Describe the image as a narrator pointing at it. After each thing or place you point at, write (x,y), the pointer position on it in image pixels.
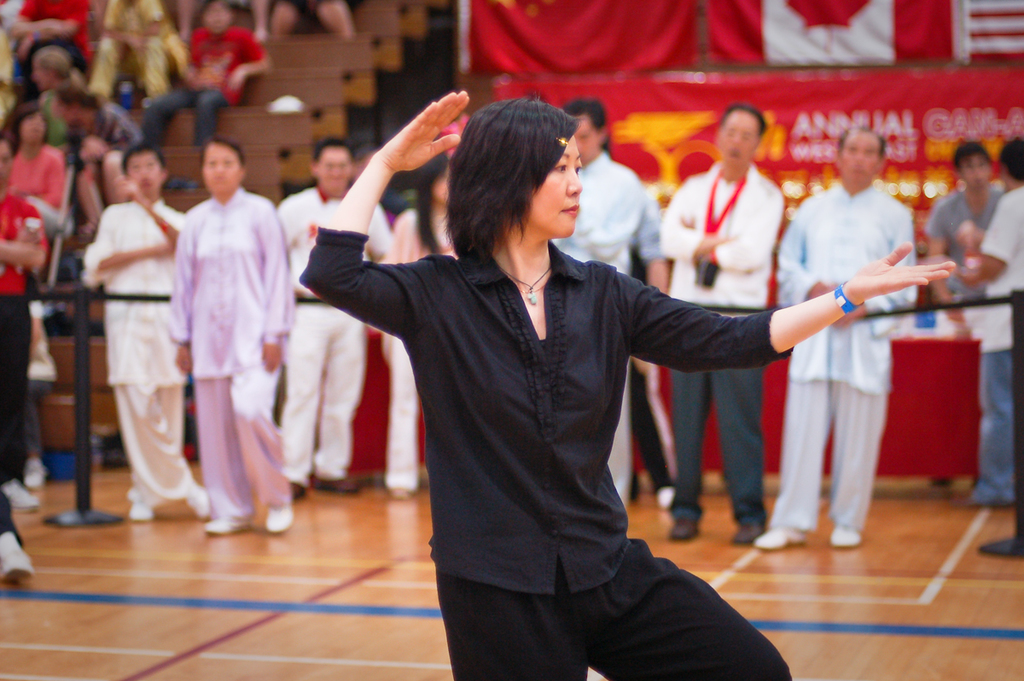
In this picture there is a woman (446,424) wearing a black shirt (569,424) and standing in front (550,329) and giving a pose. Behind we can see some persons (980,198) standing and looking to her. In the background (253,122) there are some wooden steps (367,51) and red color flag (742,50).
